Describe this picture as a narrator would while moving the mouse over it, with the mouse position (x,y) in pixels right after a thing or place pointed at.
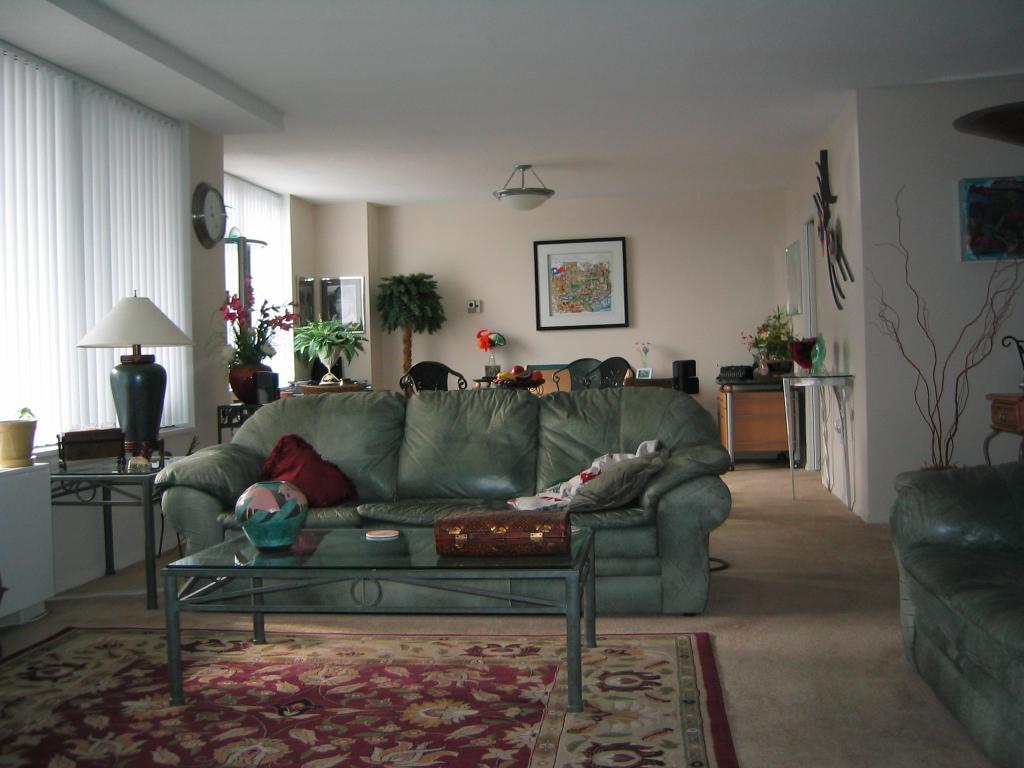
This is the picture of a place where we have a sofa (311,425) a desk (108,523) on which there is a lamp (136,363) and some frames (551,260) on the wall (459,231).
